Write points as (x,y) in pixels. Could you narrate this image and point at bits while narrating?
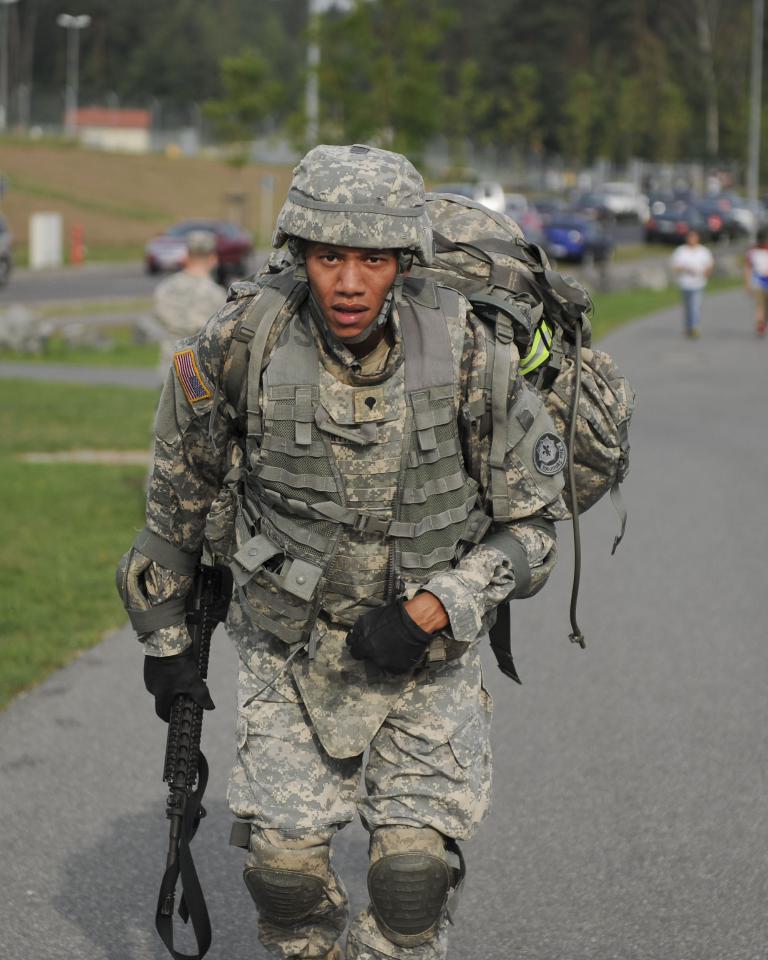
The man (385,510) in the uniform (488,549) is walking and he is holding the rifle (205,578) in his hand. At the bottom (225,818), we see the road (227,716) and the grass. Behind him, we see a man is standing and a man (694,253) in white T-shirt (699,262) is walking on the road (674,341). There are cars (678,220) in the background (607,240). There are trees (302,129), buildings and street lights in the background (615,94). This picture is blurred in the background (690,269).
